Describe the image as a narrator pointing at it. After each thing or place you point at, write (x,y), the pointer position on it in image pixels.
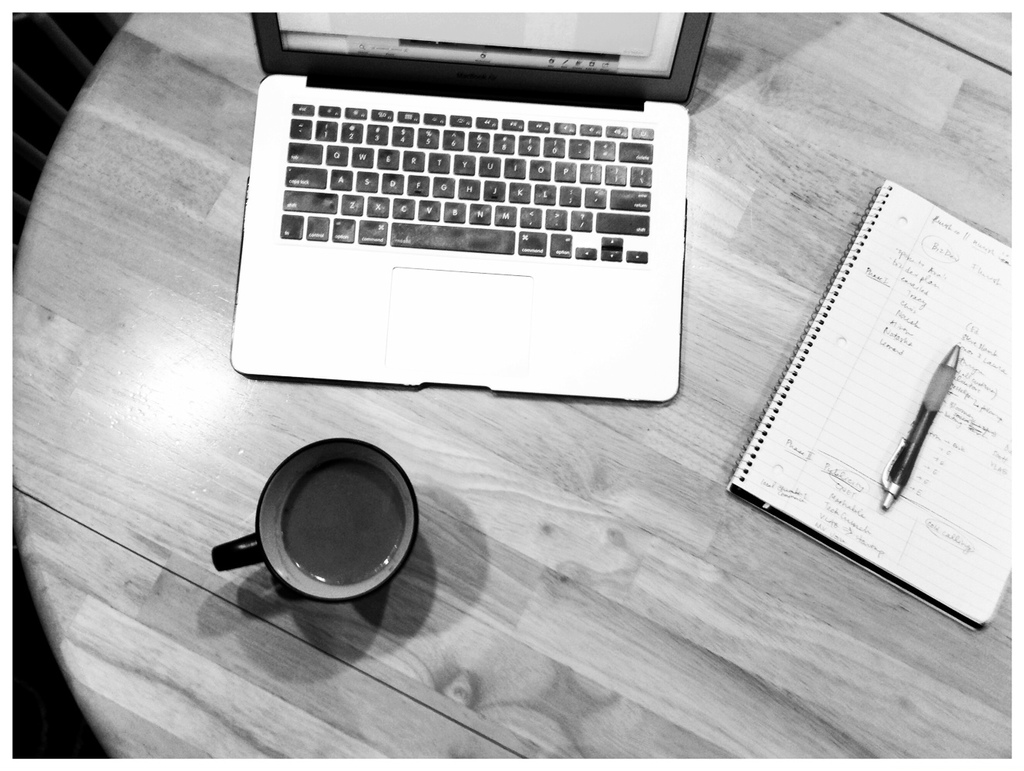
In this image I can see a laptop (570,373) on the table (557,500). In-front of it there is a coffee cup (370,547) and beside there is a book (850,489) with pen (893,468) on it.
